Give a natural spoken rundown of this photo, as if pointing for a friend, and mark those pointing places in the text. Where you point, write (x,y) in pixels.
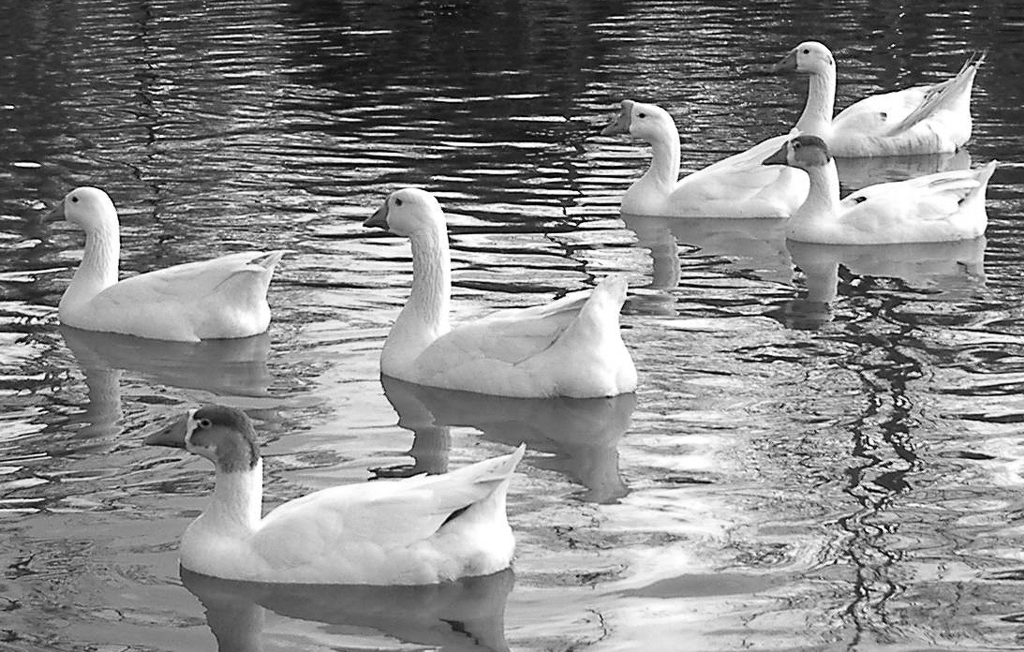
In this image I can see the birds (245,274) in the water (369,363). I can see this is a black and white image.
